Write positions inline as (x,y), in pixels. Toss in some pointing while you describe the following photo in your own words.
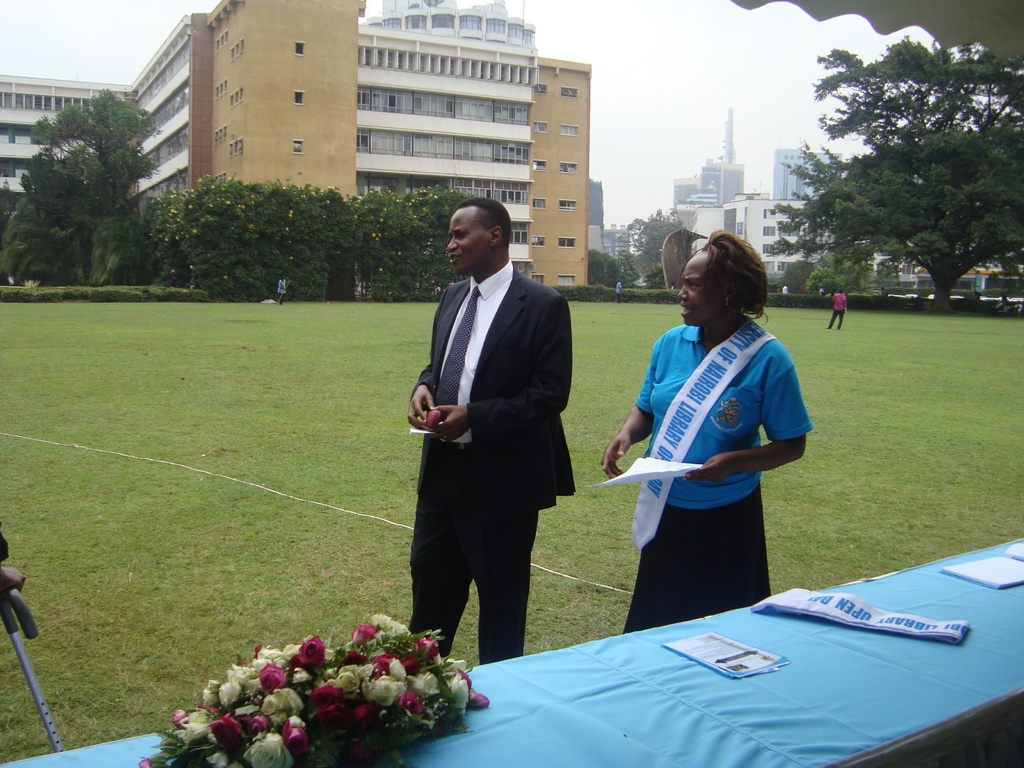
As we can see in the image there is grass (220,515), trees (230,224), buildings (418,79), flowers (380,674), few people (497,466) here and there and a table (783,695). On the top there is sky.
